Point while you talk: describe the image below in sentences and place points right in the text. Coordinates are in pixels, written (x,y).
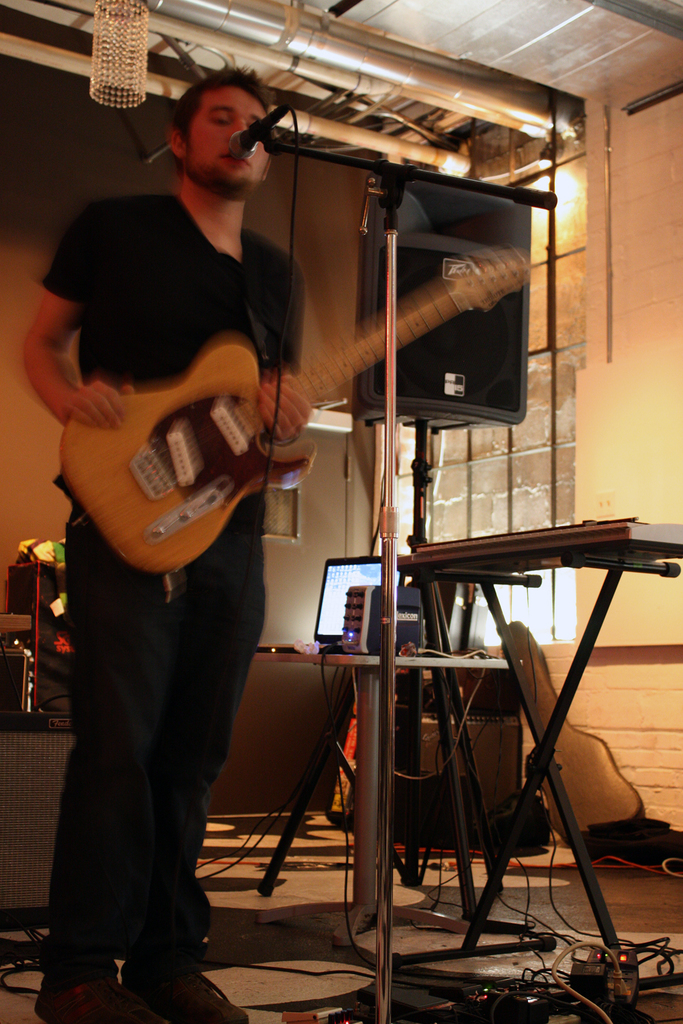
In this picture there is a man (246,111) standing, holding the guitar (223,393) in his hand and he is singing. There is a microphone (240,149) in front of him.
